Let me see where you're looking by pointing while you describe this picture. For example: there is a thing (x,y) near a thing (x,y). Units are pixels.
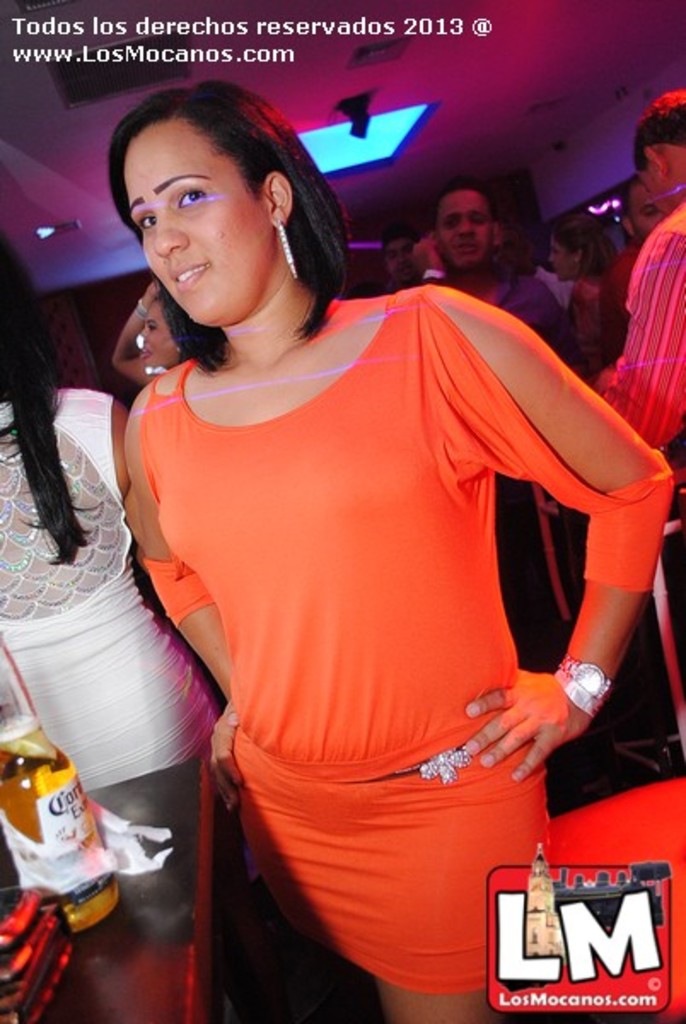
In this picture we can see a group of people (245,351) standing. At the top (360,143) there is a ceiling light (388,160). On the left side of the image (79,889) there is a bottle (10,707) and some objects (51,931) on the table (76,933). On the image there are watermarks (153,52).
